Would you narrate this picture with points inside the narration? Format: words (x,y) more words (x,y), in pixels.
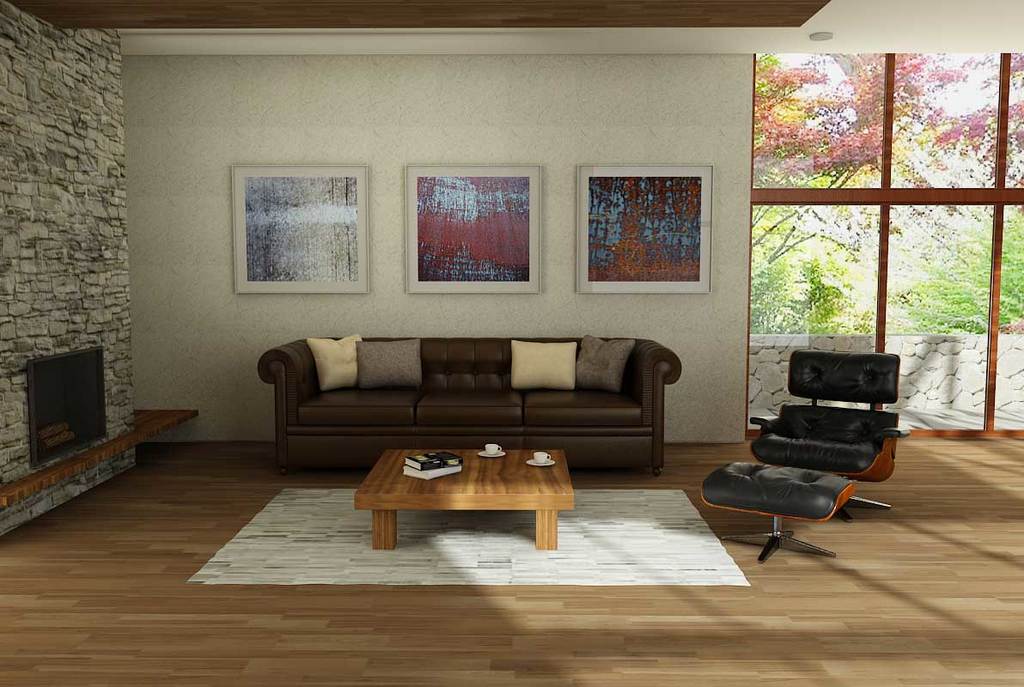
In this image I can see a sofa (308,352), a table (524,472), a fireplace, two cups (492,450), two books (448,470) and few frames (369,184) on this wall (475,123). In the background (855,163) I can see number of trees (911,152).
